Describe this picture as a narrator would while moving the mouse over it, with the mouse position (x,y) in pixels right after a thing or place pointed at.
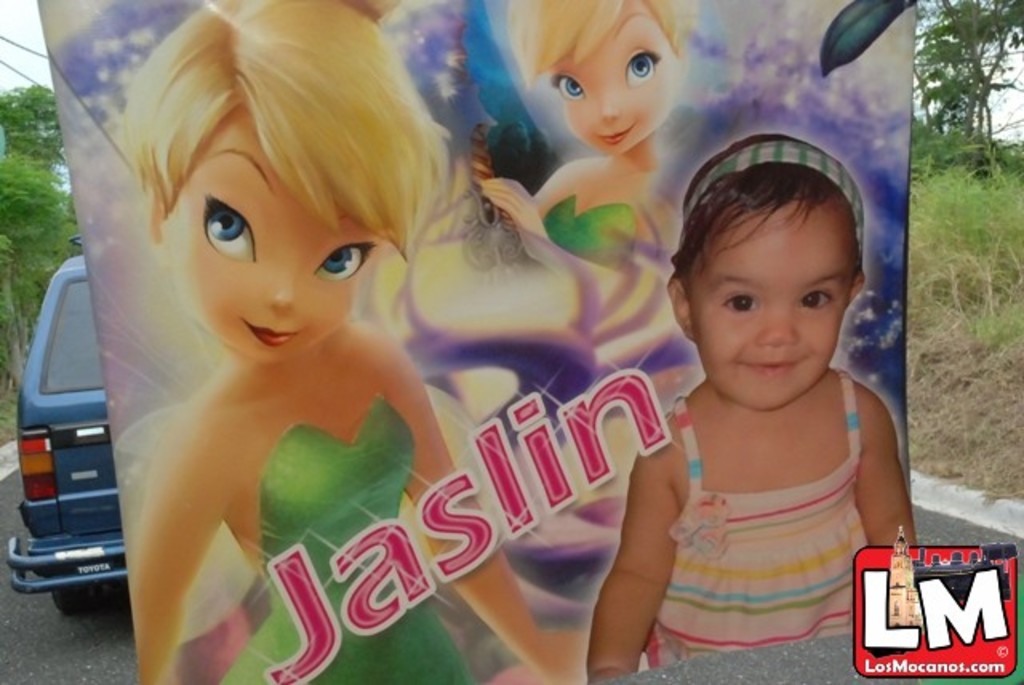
In the foreground of the picture (166,655) there is a banner (478,340), in the banner (531,341) there are animated pictures (406,230) and a girls picture (770,423). In the center (501,444) there is text (414,571). On the right (985,294) there are trees (975,75), plants (964,213), grass (972,367), soil (965,472) and road (938,520). On the left (20,186) there are trees (23,310), car (40,383) and road (63,629).
